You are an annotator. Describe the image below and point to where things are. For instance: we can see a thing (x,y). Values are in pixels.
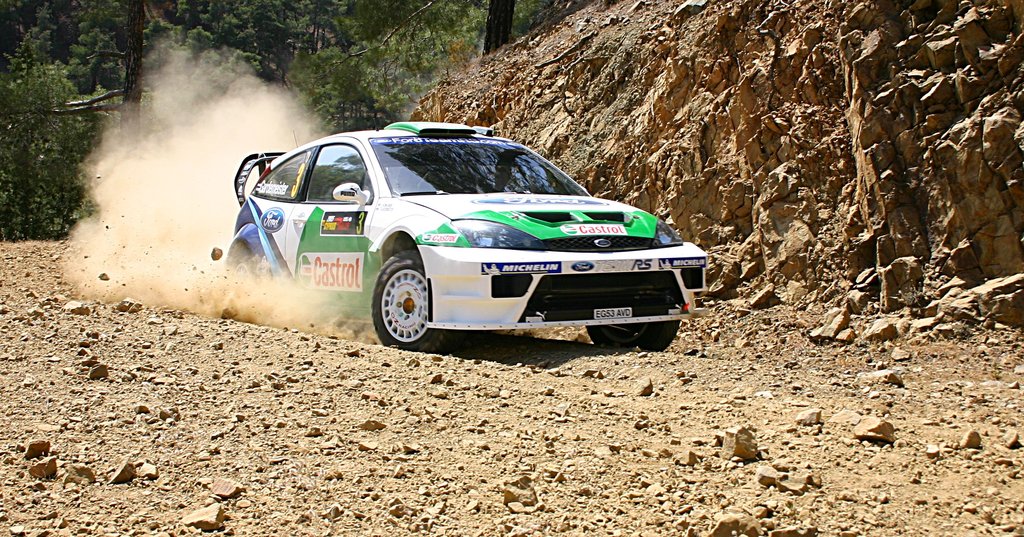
In this picture we can see a car (528,184), stones (79,336) on the ground (318,410), rocks (710,175), dust (186,131) and in the background (103,29) we can see trees (135,39).
